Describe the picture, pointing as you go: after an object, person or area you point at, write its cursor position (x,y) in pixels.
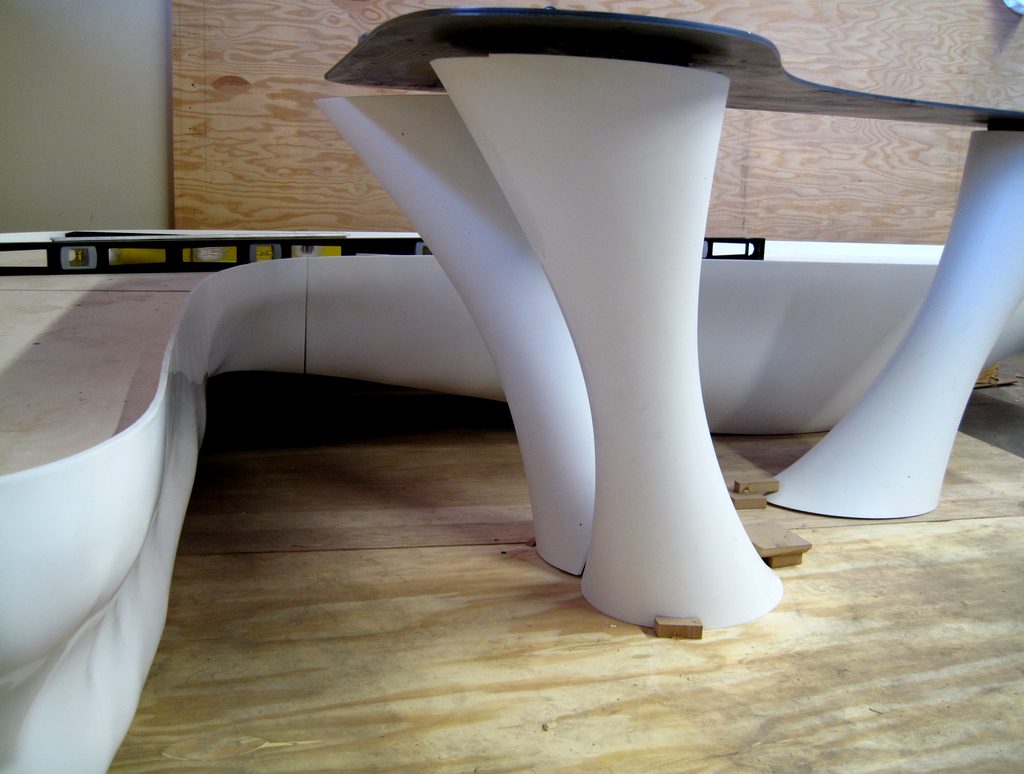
In this image there is a table (675,186), in the background (1003,5) there is an object (70,304) and a wooden wall (993,13).
